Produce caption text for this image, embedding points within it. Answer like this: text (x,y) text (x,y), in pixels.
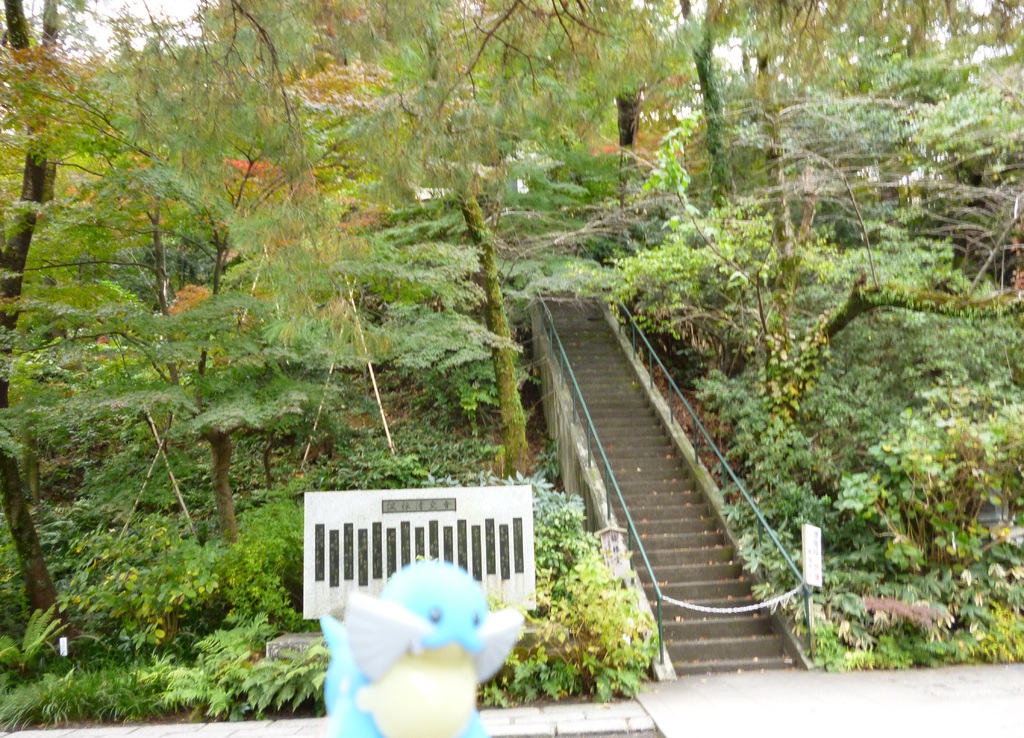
In the picture we can see a forest area (465,284) with trees (988,148) and plants (599,661) in the middle of it, we can see steps (681,642) with railing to it and near to it we can see a doll (415,566) with a board (336,518) behind it.
